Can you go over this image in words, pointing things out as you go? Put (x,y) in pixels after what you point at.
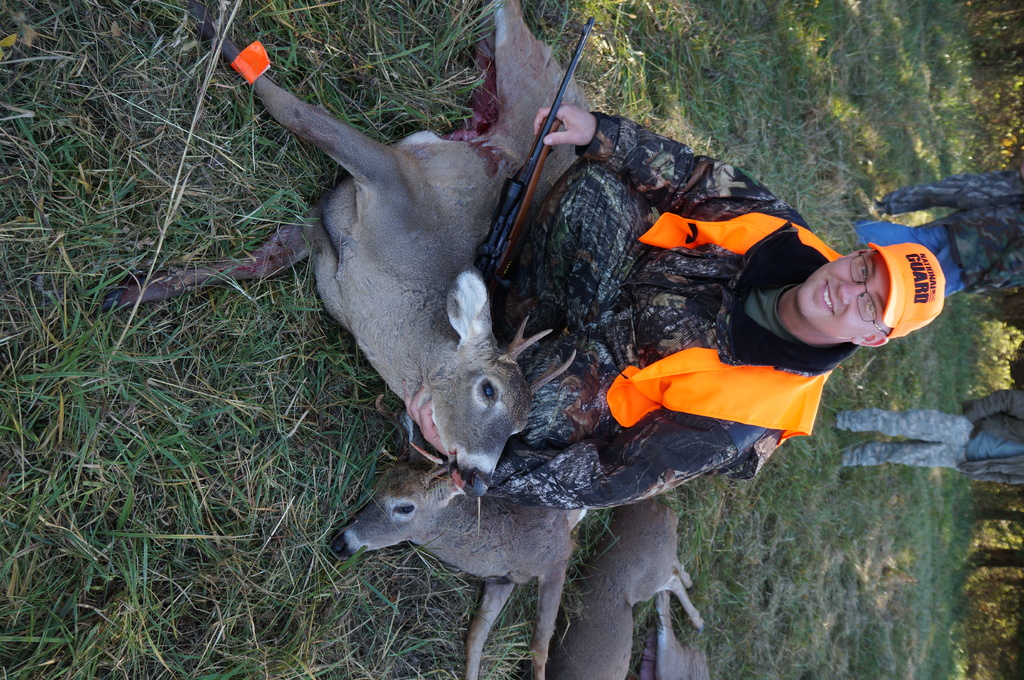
In the center of the image (614,283) there is a person (572,285) sitting with deers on the grass (315,438). In the background (695,107) we can see grass (766,89), trees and persons (949,420).
